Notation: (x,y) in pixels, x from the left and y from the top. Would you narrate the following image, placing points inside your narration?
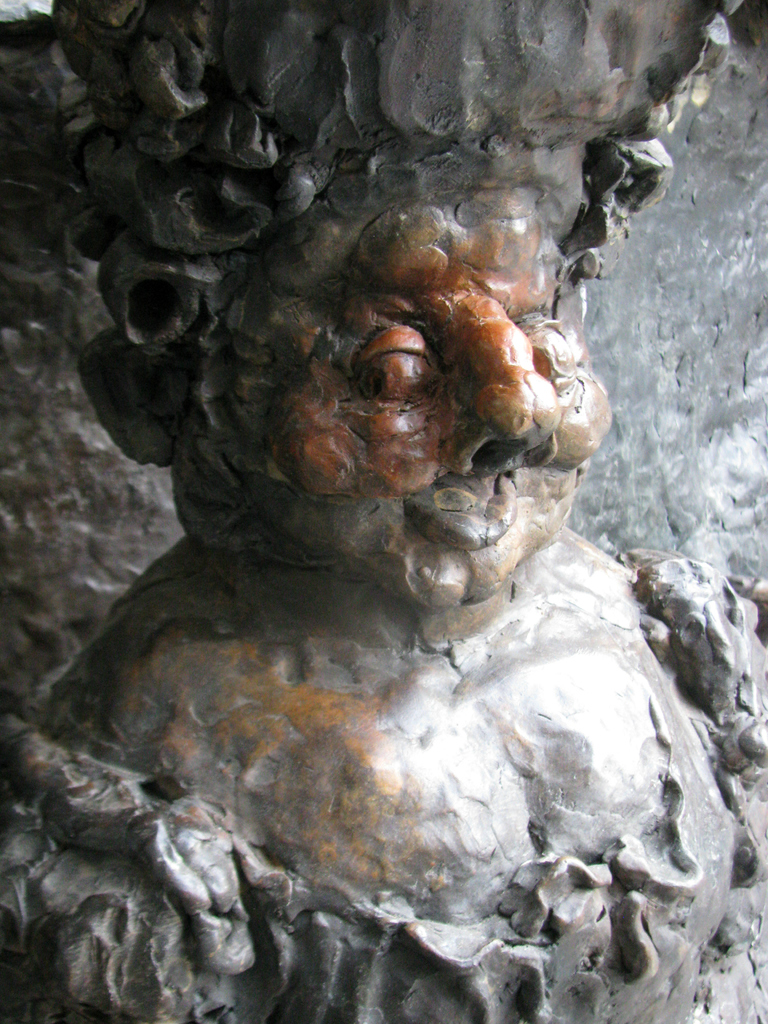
This is a picture of carving (555,771) and i guess it's a human carving (517,610).
